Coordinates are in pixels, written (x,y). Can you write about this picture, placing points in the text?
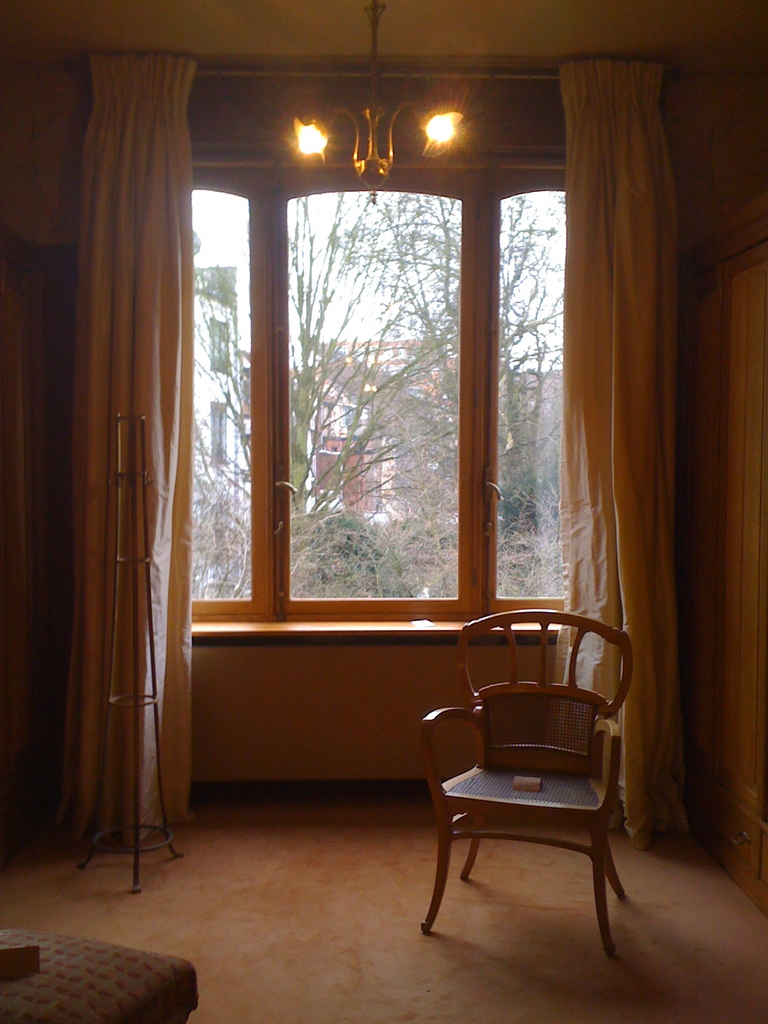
In this image, we can see a window (428,514) contains curtains (596,494). There is a light (457,115) at the top of the image (368,125). There is a chair (546,815) in the bottom right of the image (546,815).
